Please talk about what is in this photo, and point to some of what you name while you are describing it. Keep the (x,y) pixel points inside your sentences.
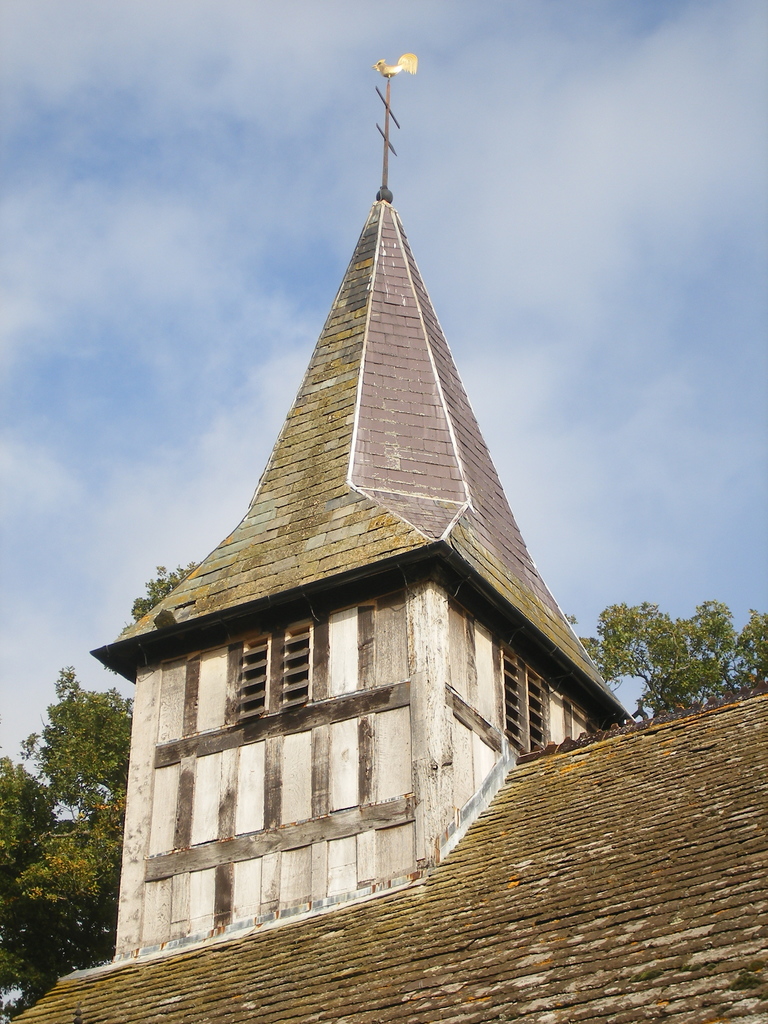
In this image I see an house (606,921) and in the background (18,482) I see trees (70,914) and sky (293,100).
